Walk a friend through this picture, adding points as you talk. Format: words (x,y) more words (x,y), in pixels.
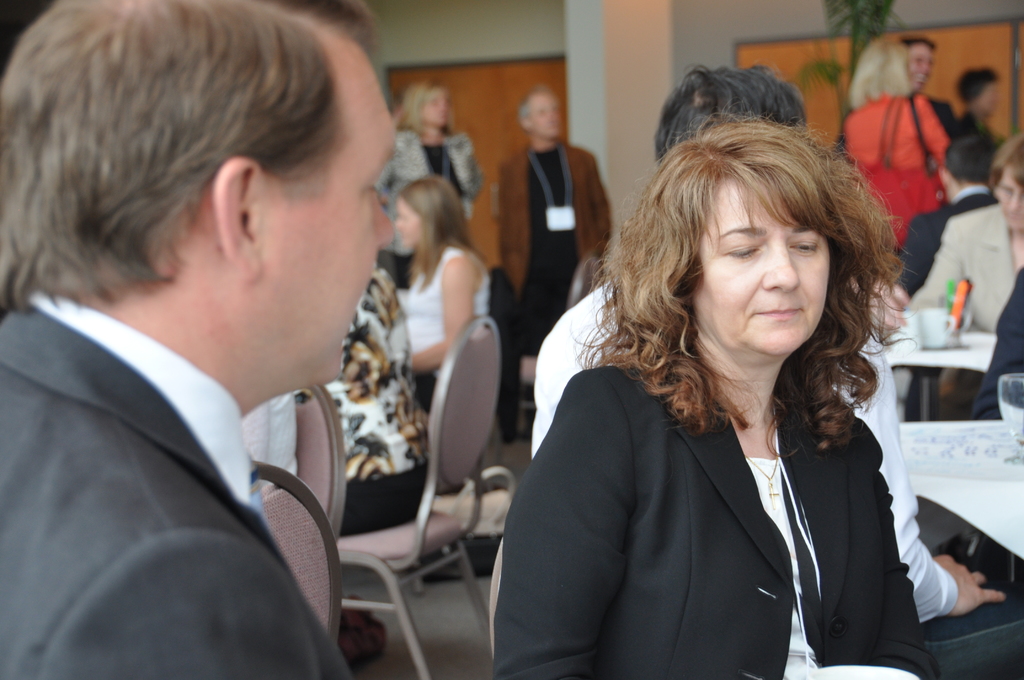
This image consists of many people (417,360). In the front (615,413), there is a woman (657,450) and a man (74,454) wearing black suits (54,553). In the background (406,508), there are many people (566,173) sitting in the chairs (457,524). And there are tables (1006,501) covered with white clothes (1009,513).
